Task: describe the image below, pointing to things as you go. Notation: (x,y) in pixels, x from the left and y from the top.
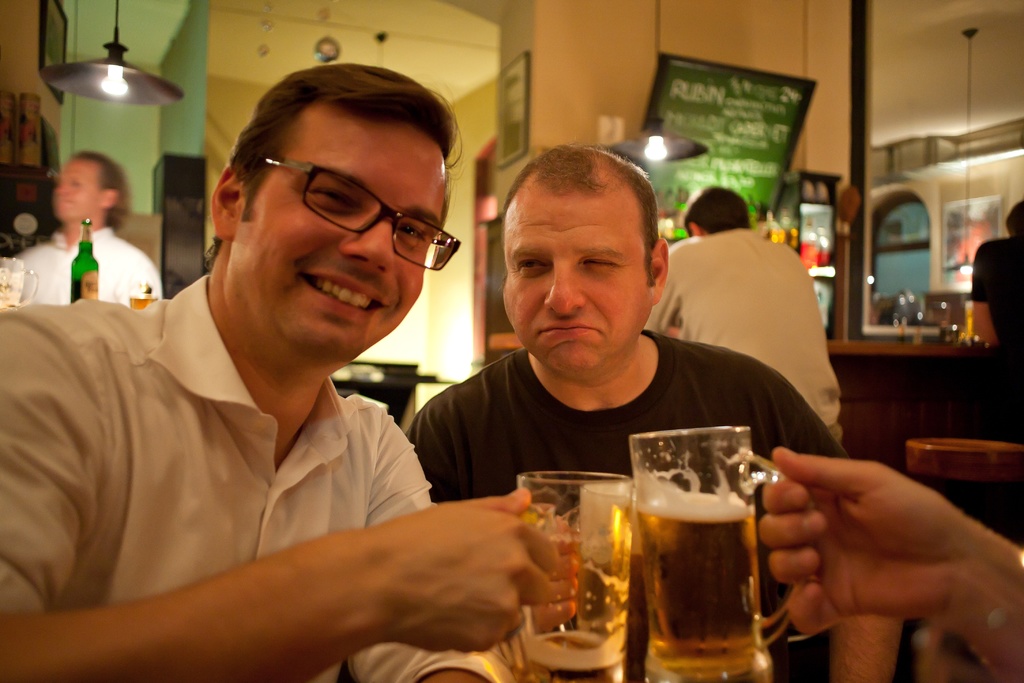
there are two persons (343,348) sitting and having a drink (582,552).
